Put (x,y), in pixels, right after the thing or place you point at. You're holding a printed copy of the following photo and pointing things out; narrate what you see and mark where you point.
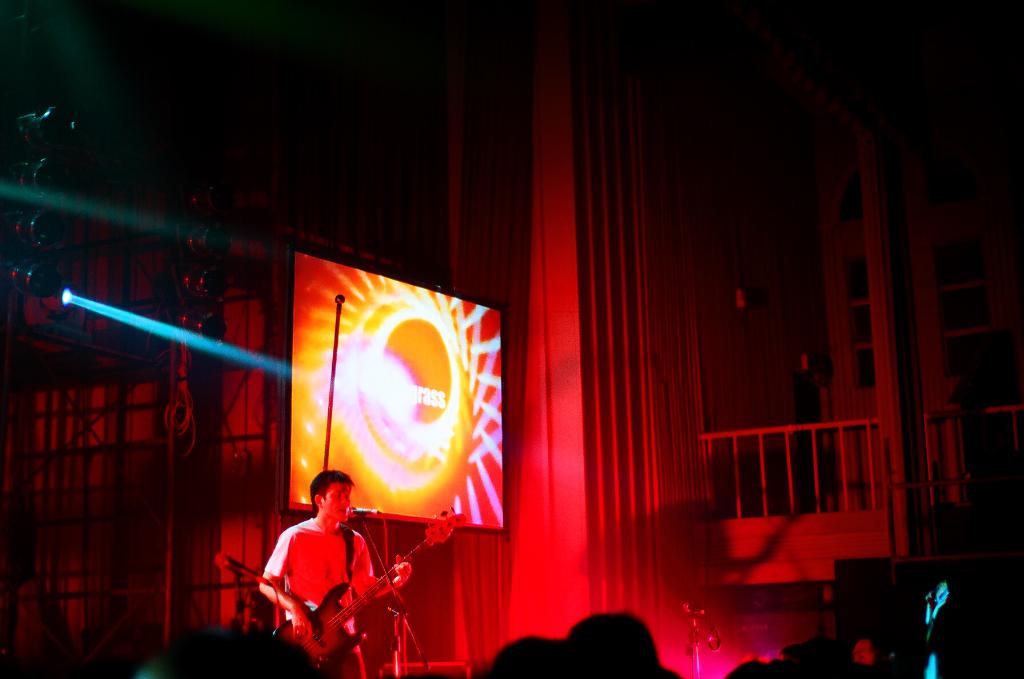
In the foreground of this picture (329,512), there is a man (337,584) with a guitar (342,618) and there is a mic (363,510) in front of him. On the bottom (583,641), there are persons heads (583,641). In the background (629,333), there is a wall (562,267), screen (296,349) and the lights (93,303).
